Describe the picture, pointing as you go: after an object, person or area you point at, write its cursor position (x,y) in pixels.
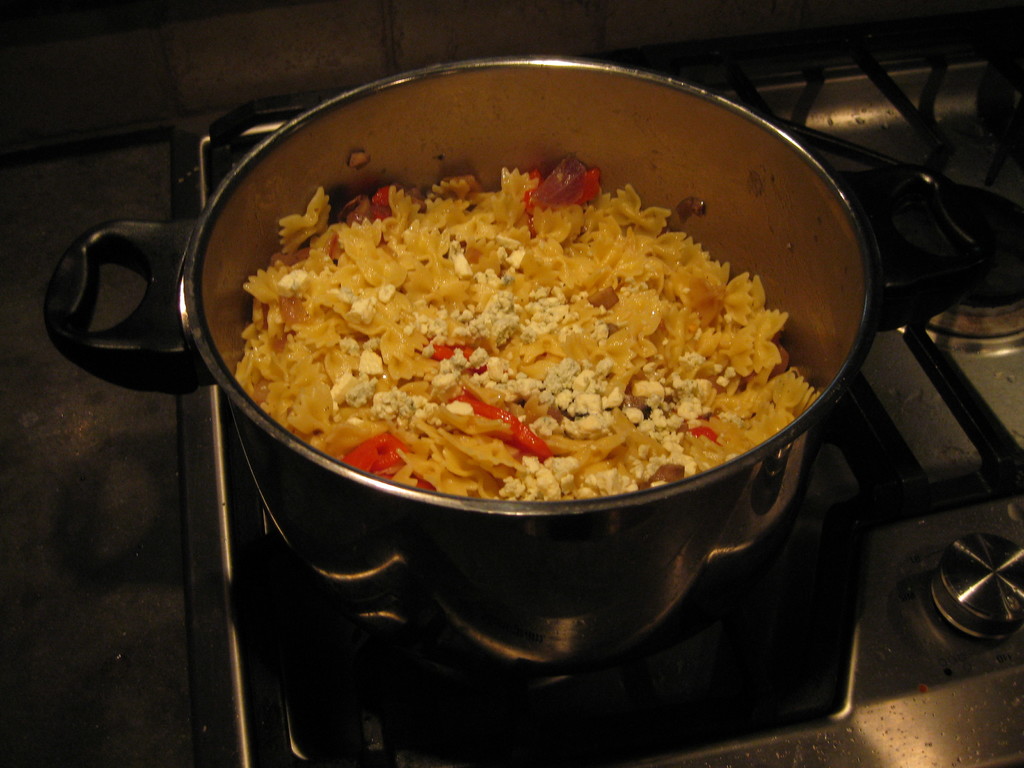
In this image in the center (454,387) there is a food (520,325) in the cooker (671,486) which is on the gas stove (960,478).
